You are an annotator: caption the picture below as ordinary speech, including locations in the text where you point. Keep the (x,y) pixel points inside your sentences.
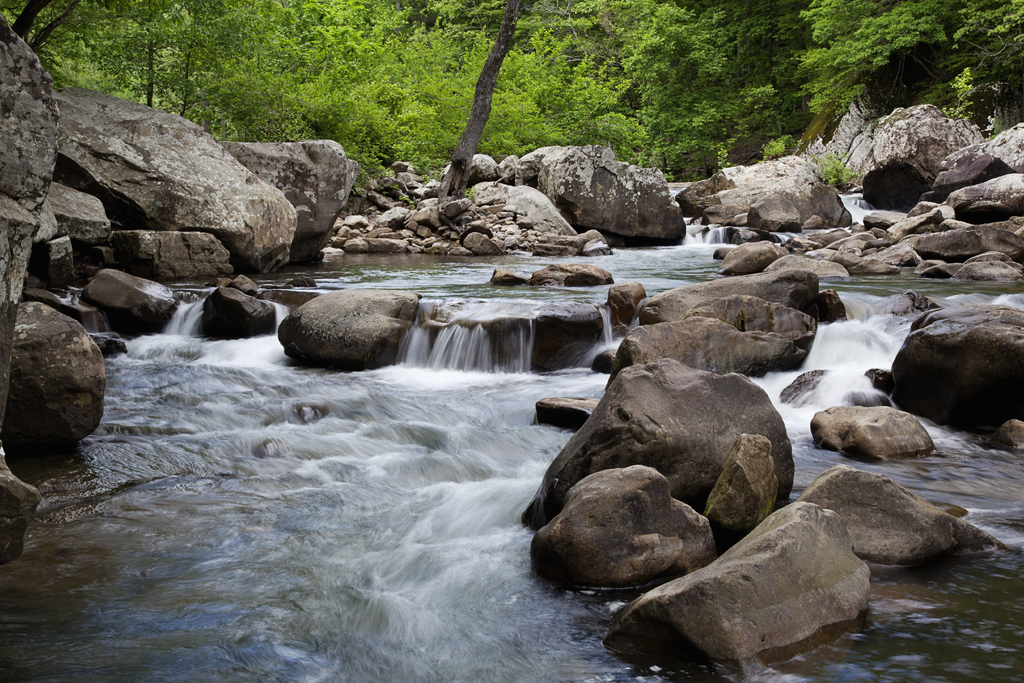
In this image at the bottom (396,562) there is a river (370,577) and some rocks (186,184), in the background (196,111) there are a group of trees (579,88).
